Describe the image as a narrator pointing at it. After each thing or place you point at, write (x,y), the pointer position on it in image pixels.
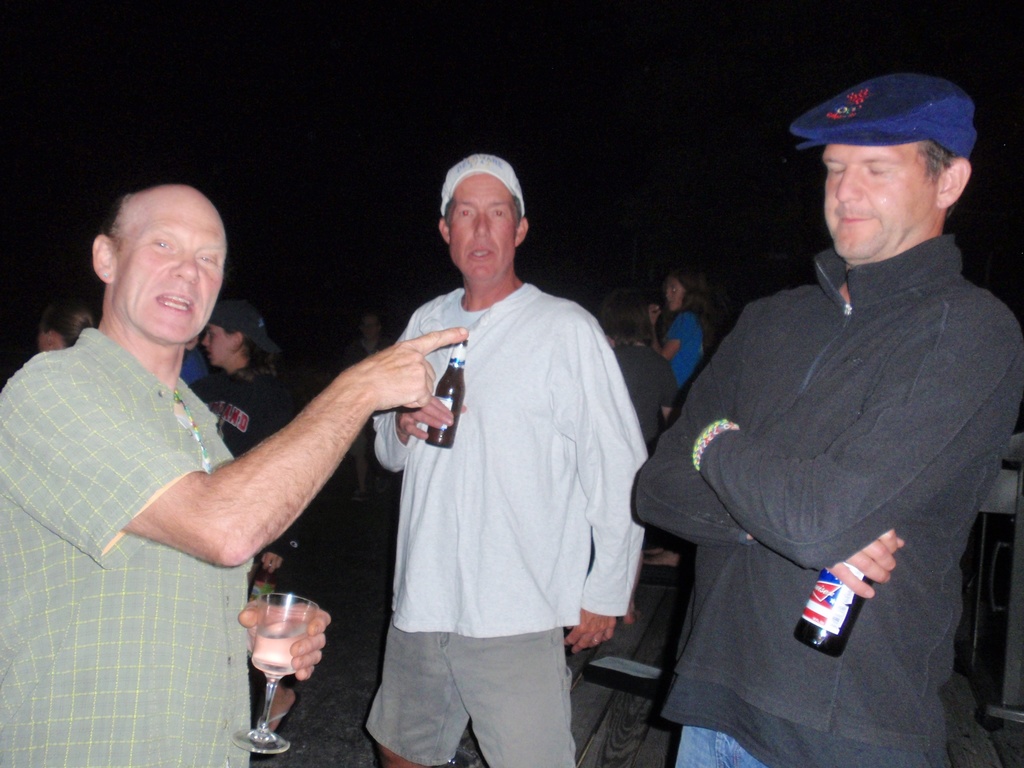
In this image I can see some people (511,458) are standing.
